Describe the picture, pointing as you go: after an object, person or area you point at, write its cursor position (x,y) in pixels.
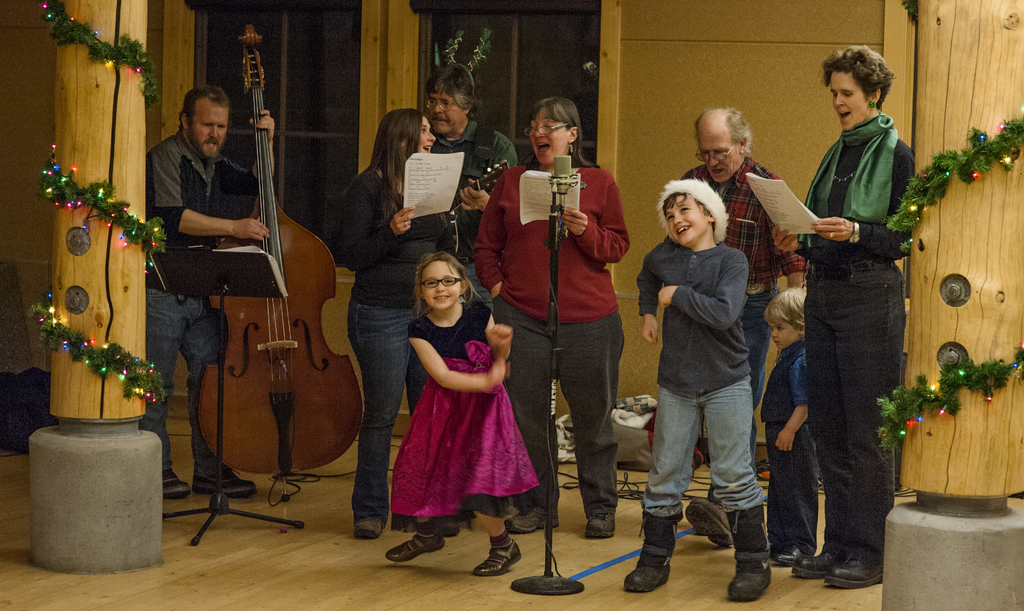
In the center of the picture (403,387) we can see group of people (640,300). Towards left (115,318) we can see pillar (105,221), light (100,190), decorative items (113,205), stand (195,251), paper (237,250) and a person (180,196) playing a musical instrument (267,222). In the middle of the picture (679,382) we can see kids (717,325) dancing. In the background (474,127) we can see a person (463,195) playing a musical instrument (499,174). In the background (443,49) there are windows (508,37) and wall (767,53). At the bottom (270,488) there are cables (308,479) and floor (304,574). On the right (966,279) there is a pillar (934,311), light (944,173) and decoration items (901,413).
